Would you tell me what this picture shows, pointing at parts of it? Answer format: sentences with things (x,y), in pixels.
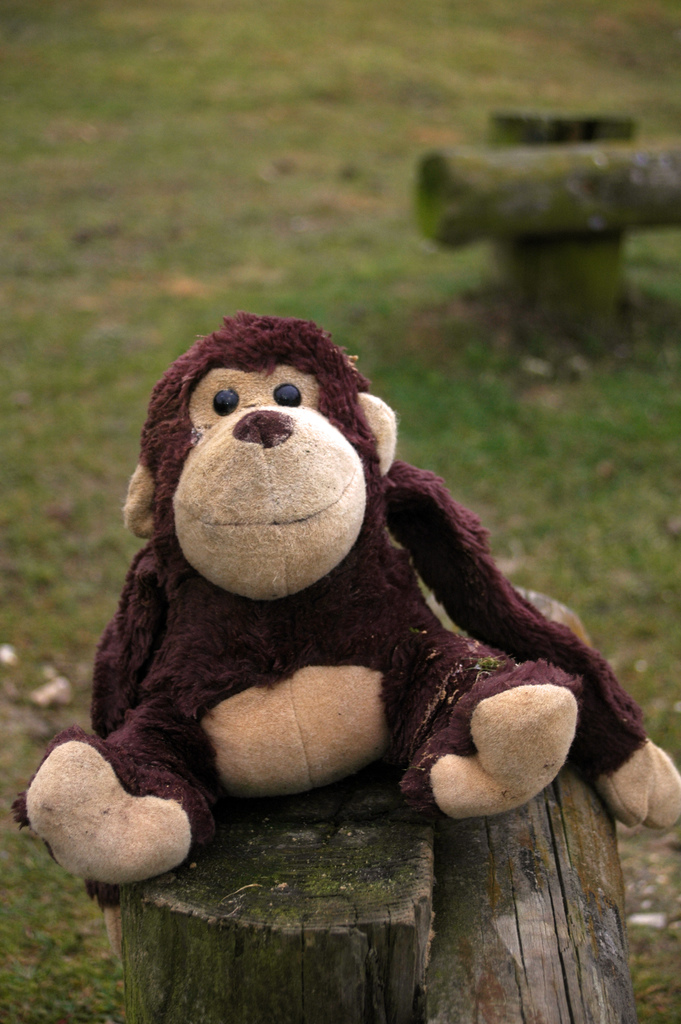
In this picture there is a brown color monkey toy (320,718) is sitting on the tree trunk (421,983). Behind there is a grass lawn (655,256).
